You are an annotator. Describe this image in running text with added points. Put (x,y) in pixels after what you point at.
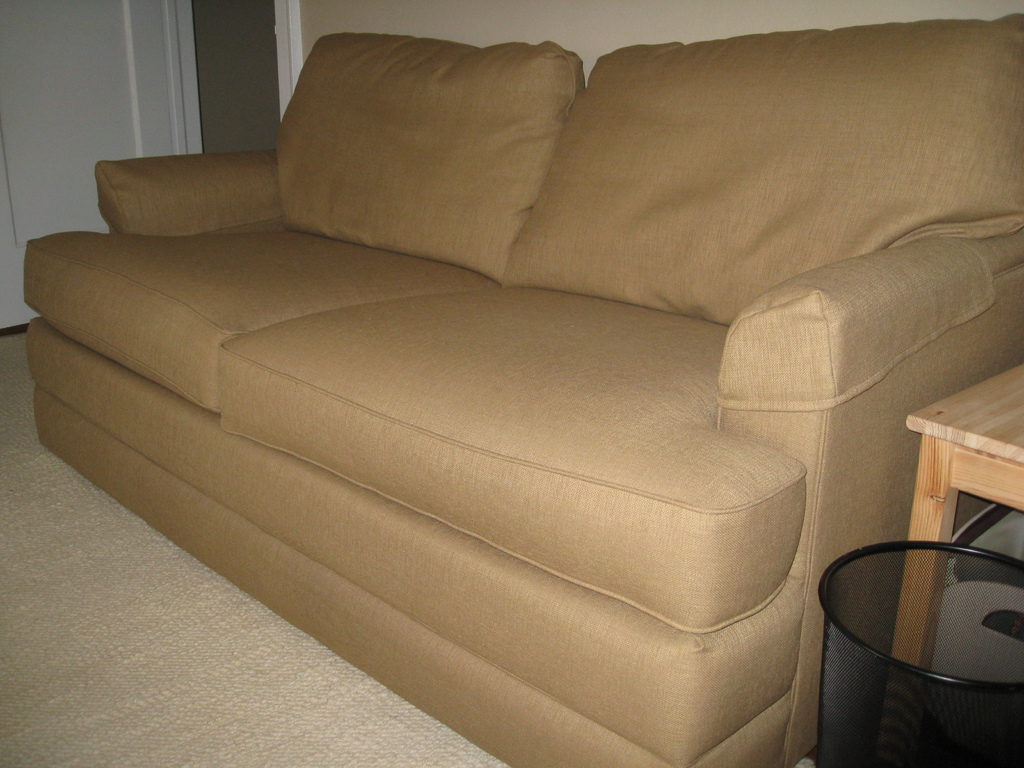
In this image we can see a couch (707,530), table (995,421) and a container (902,672) on the floor (417,713). We can also see a door (18,205) and a wall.
